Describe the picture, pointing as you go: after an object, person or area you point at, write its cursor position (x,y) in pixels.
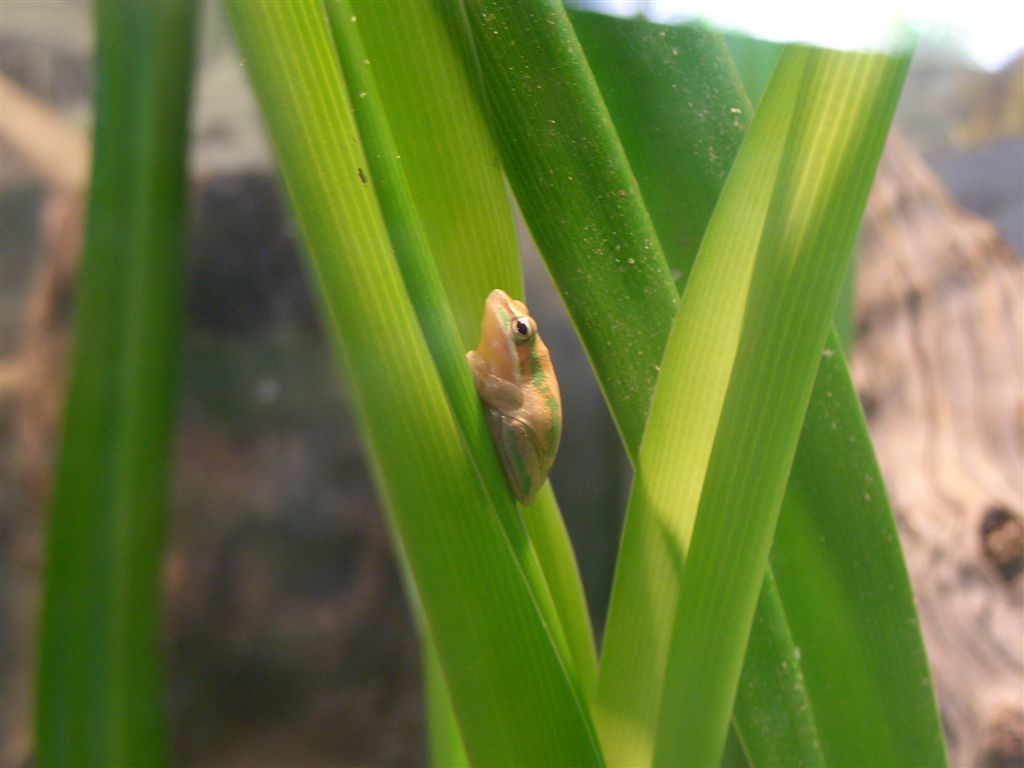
This image is taken outdoors. In this image the background (247,507) is a little blurred. In the middle of the image (497,392) there is a frog (516,423) on the green leaf (425,287). There are a few green leaves (467,504).
